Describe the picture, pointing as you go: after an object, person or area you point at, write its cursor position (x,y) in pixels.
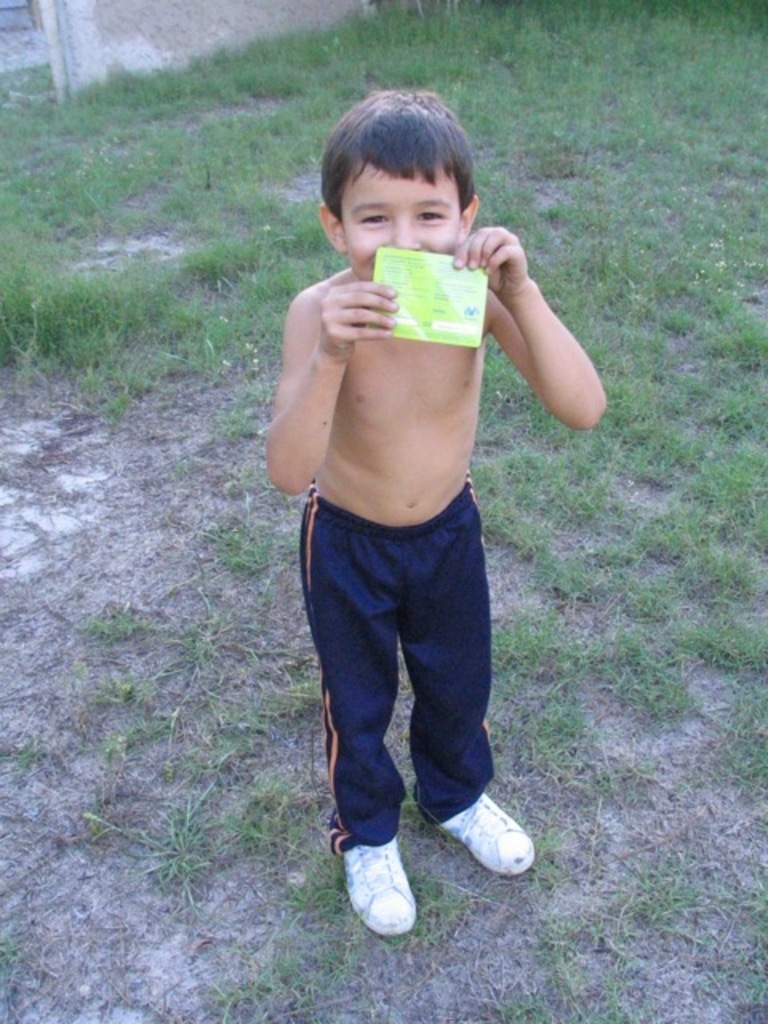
In this picture I can see a boy (402,439) standing and holding an object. I can see green grass (665,257).
